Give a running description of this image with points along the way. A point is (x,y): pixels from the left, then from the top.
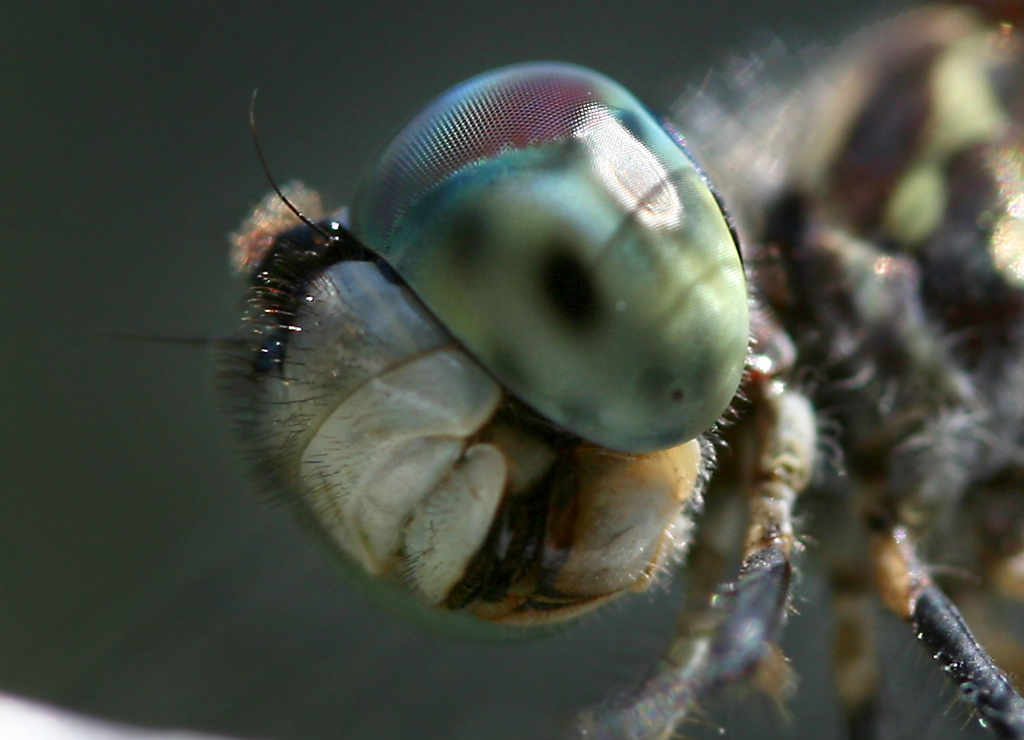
This is a closeup view of a dragonfly (604,361). The background (208,9) is blurred.
